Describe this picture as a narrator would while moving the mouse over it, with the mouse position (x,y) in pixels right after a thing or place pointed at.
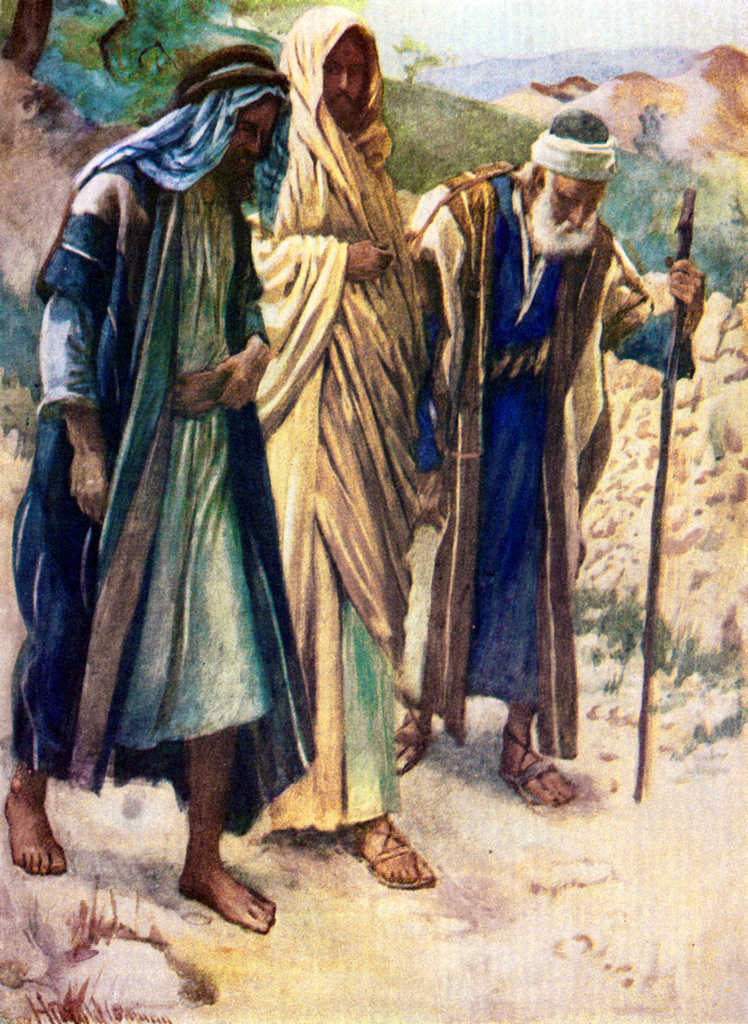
In this picture we can see the painting (303,529) of the three men (378,556), walking on the ground (384,944). Behind we can see some mud (711,103) and trees (101,106).
